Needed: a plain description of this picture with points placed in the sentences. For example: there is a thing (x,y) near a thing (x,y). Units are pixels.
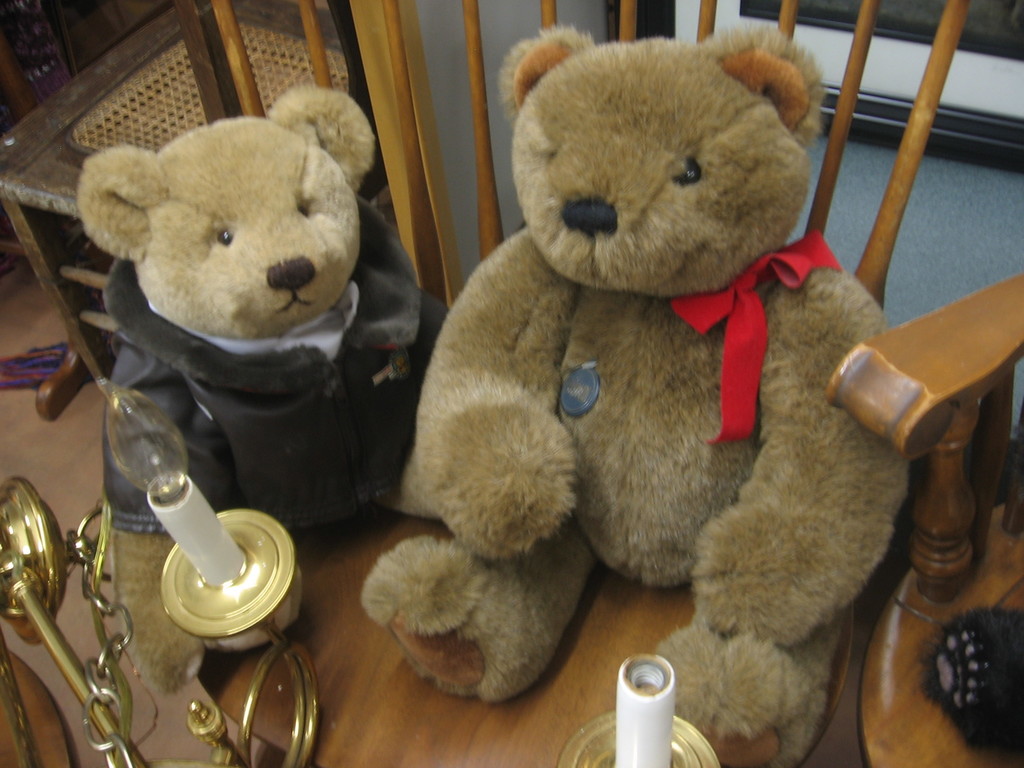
In the image there are two teddy bears (552,192) kept on a wooden chair (443,297) and there are some objects (80,549) kept in front of those teddy bears (627,432), on the either side of the teddy bears (762,138) there are wooden chairs (92,107) and in the background (514,31) there is a wall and there is a frame (967,80) attached to the wall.
